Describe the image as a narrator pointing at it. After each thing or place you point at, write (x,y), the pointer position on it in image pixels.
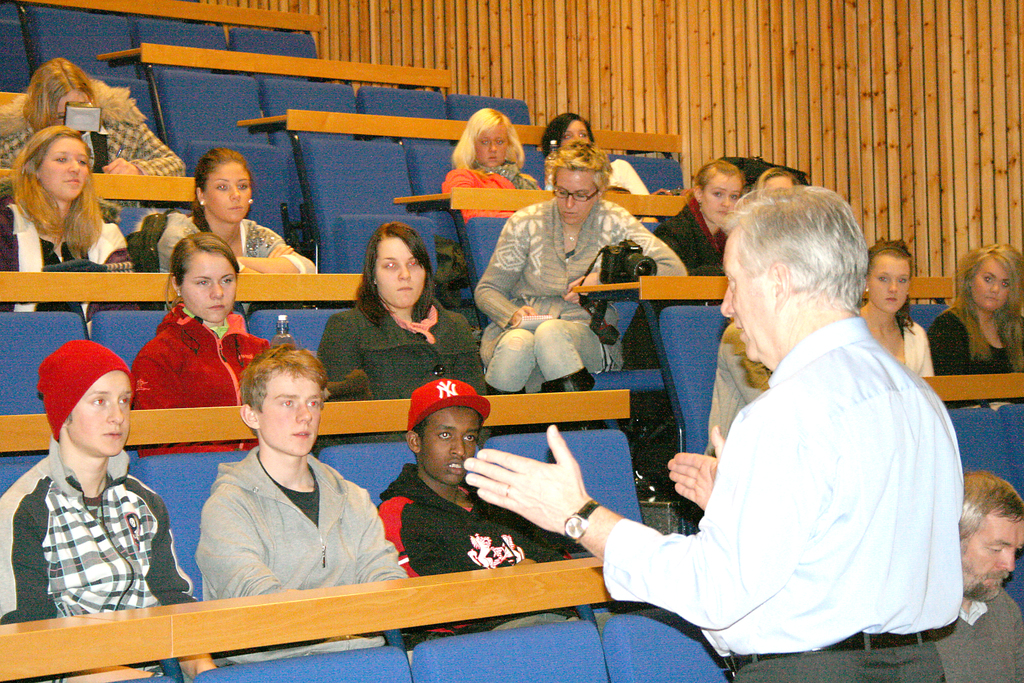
In this image we can see men (998,609), women (60,137), girls (59,200) and boys (432,467) are sitting on blue color chairs (308,160). In front of them one man (801,478) is standing. He is wearing white color shirt (860,536) with pant (870,669). Top of the image (718,74) wooden wall (711,63) is there.
